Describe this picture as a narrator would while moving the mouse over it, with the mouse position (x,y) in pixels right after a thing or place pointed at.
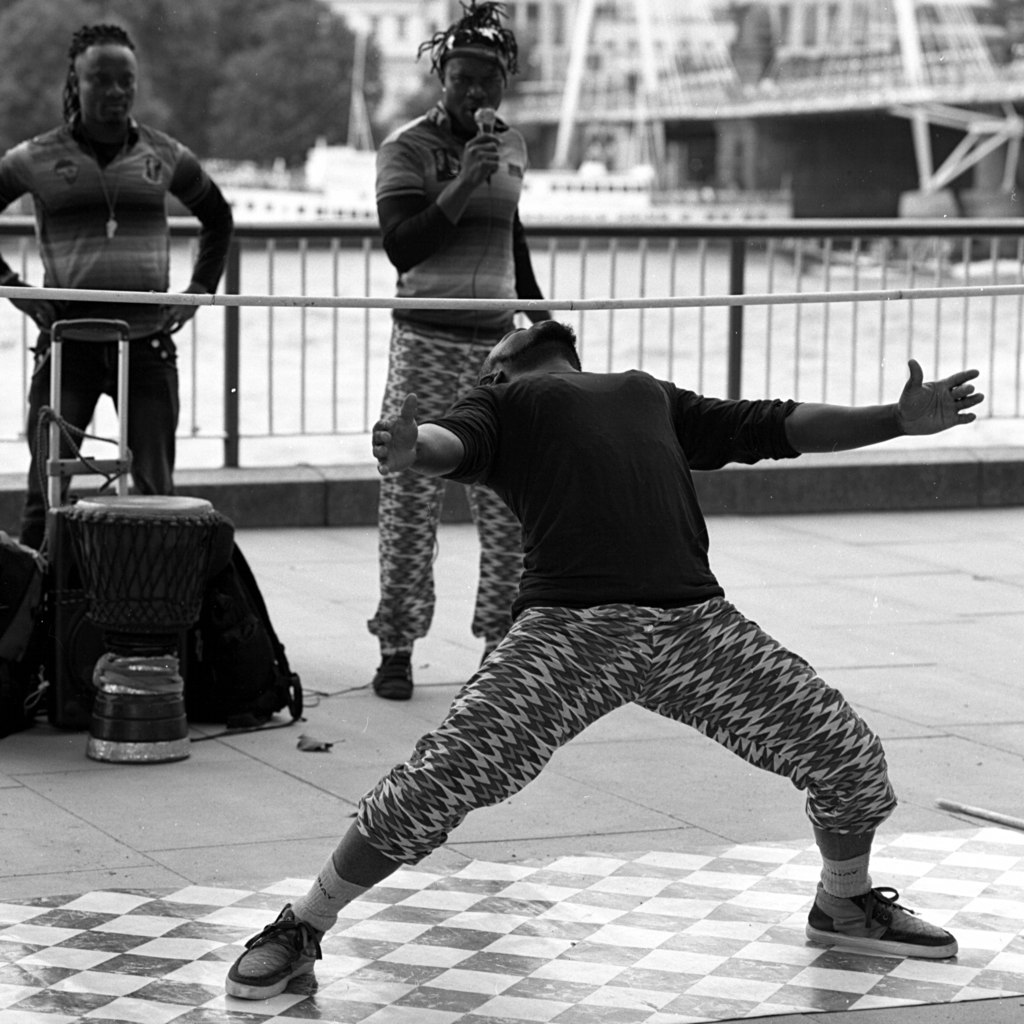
In this image we can see black and white picture of three persons (558,478) standing on the ground (495,830). One person (568,515) is wearing black dress (592,559). One person (397,479) is holding a microphone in his hand (480,139). In the background (172,684), we can see musical instrument (151,683) placed on the ground (100,795), metal railing (940,309) a boat (526,198) and group of trees (277,34).
